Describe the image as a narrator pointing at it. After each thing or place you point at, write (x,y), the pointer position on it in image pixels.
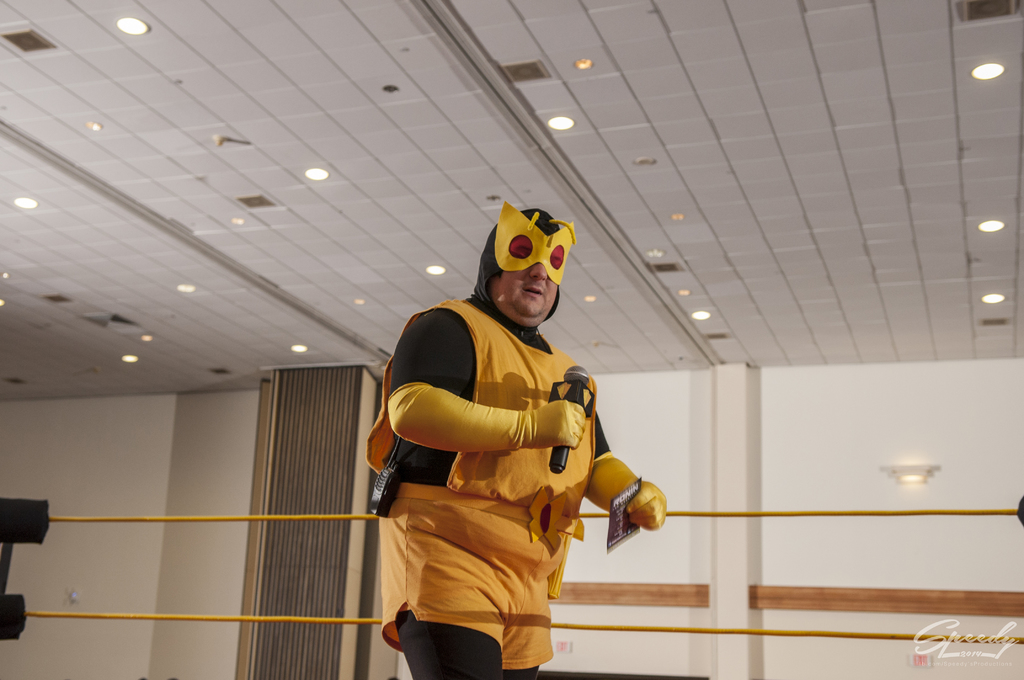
Here I can see a person (488,404) wearing costume (506,436), holding a mike (580,395) in the hand (546,425) and standing facing towards the right side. In the background (784,470) there is a wall (754,419). At the top of the image (125,30) there are few lights (313,175) to the roof (327,105). At the back of this man (410,561) there are two ropes (332,517) attached to a metal rod (8,558).
